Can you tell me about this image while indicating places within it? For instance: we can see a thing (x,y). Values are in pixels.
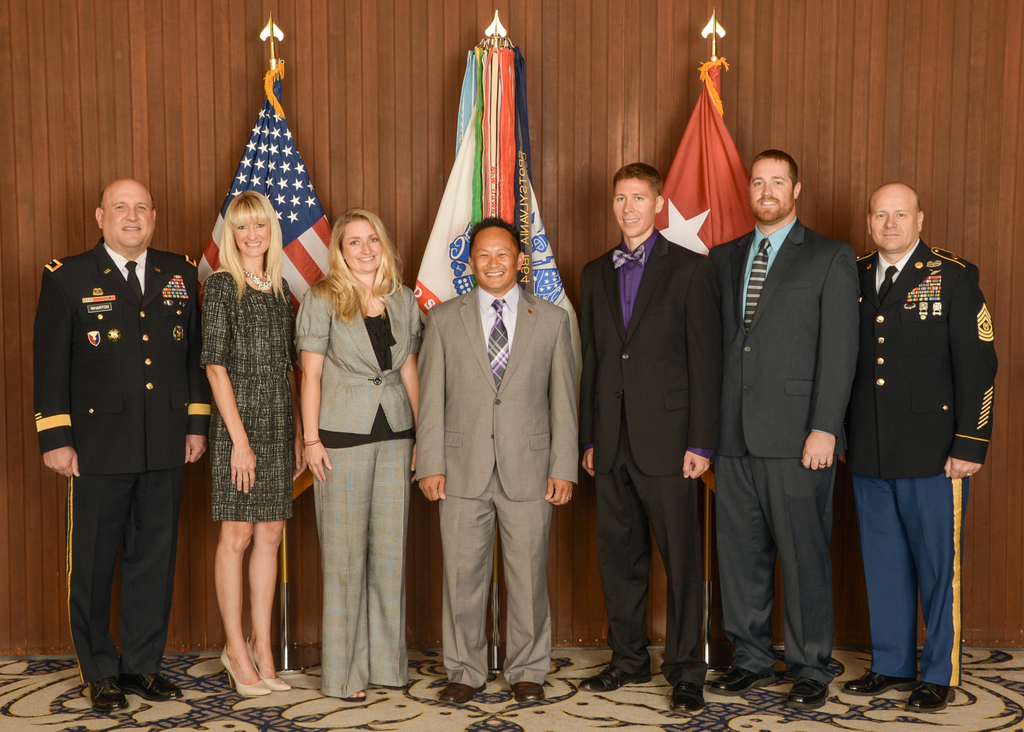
This picture might be taken inside the room (575,328). In this image, there are group of people (605,510) standing on the floor (526,716). In the background (396,206), we can see three flags (491,178) and a wood wall (879,182).
